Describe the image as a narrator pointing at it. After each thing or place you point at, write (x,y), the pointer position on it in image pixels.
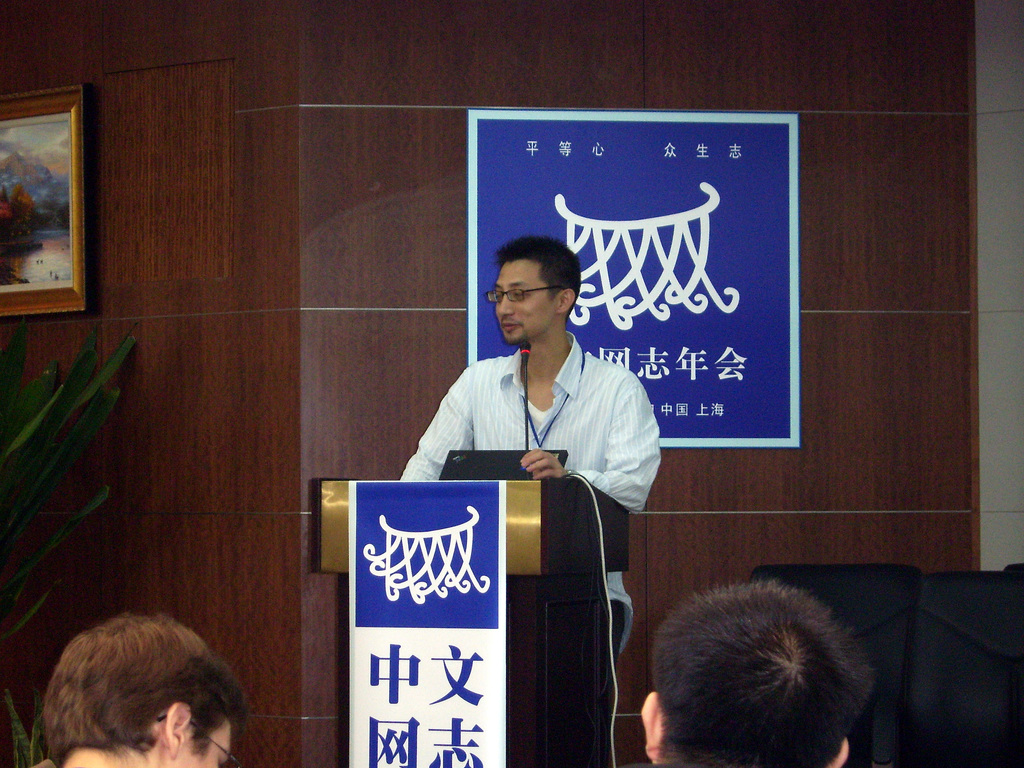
In the center of the image (557,377), we can see a person (557,377) standing and wearing an id card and glasses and there is a laptop (458,464) on the podium (415,646) and we can see a poster (499,207) and a frame (21,190) on the wall (133,454) and there is a houseplant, some chairs (771,569) and some people (101,697).
